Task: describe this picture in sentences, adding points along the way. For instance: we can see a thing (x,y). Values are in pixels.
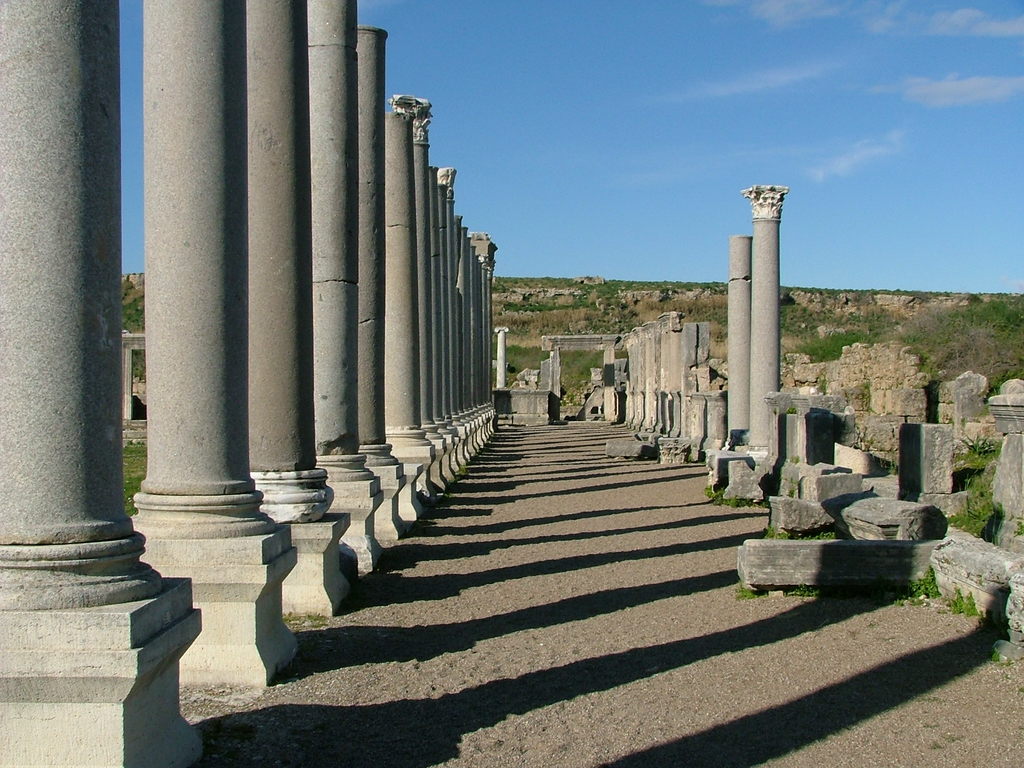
The picture is taken near a monument (240,436). In the foreground of the picture (252,395) there are pillars (752,386) and walls (818,386). In the background (865,432) there are plants (591,297), grass (577,284) and wall (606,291). Sky (662,103) is clear and it is sunny.
